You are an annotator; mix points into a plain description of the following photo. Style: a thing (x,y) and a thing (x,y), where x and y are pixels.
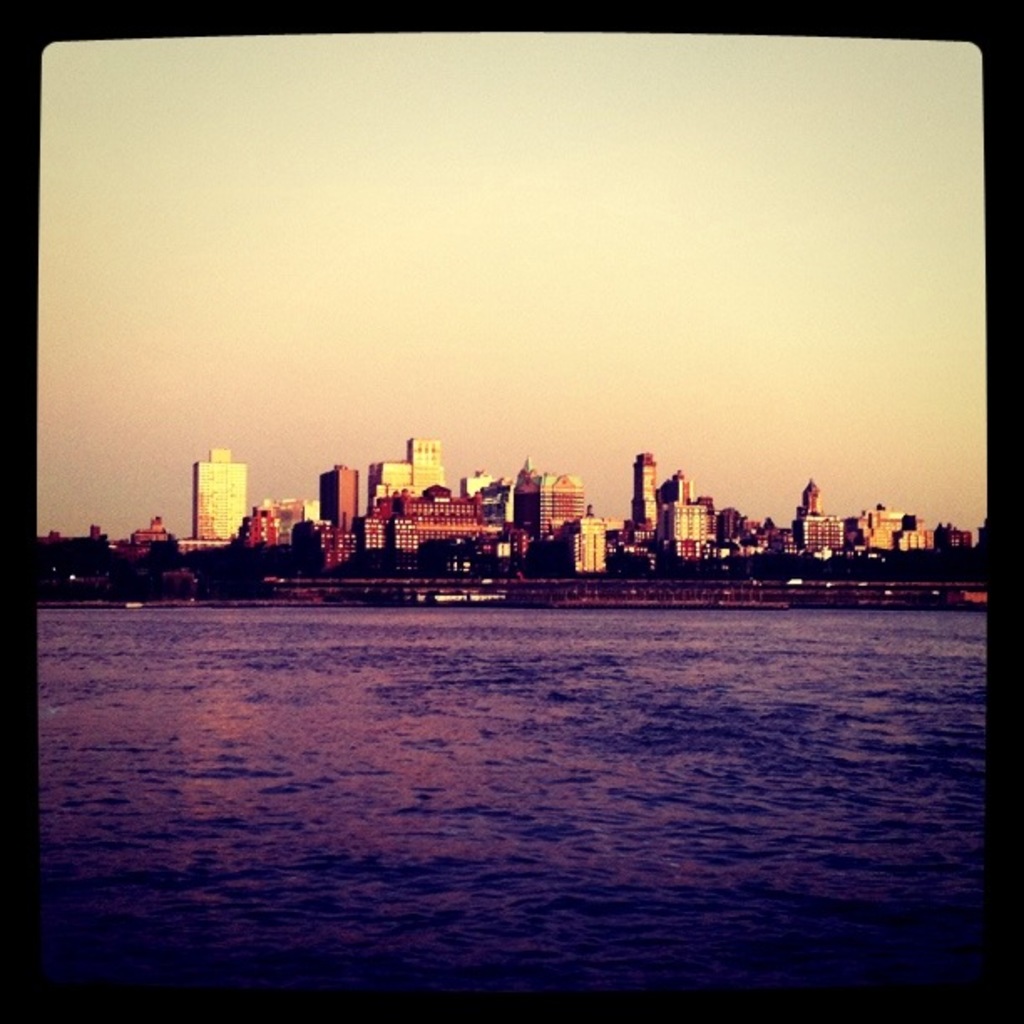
At the bottom of the picture (443,735), we see water (610,785) and this water (419,726) might be in the lake (279,735) or a river (279,735). In the background (331,541), there are trees (447,563) and buildings (261,534). At the top of the picture (509,236), we see the sky (523,239). This picture might be a photo frame.
